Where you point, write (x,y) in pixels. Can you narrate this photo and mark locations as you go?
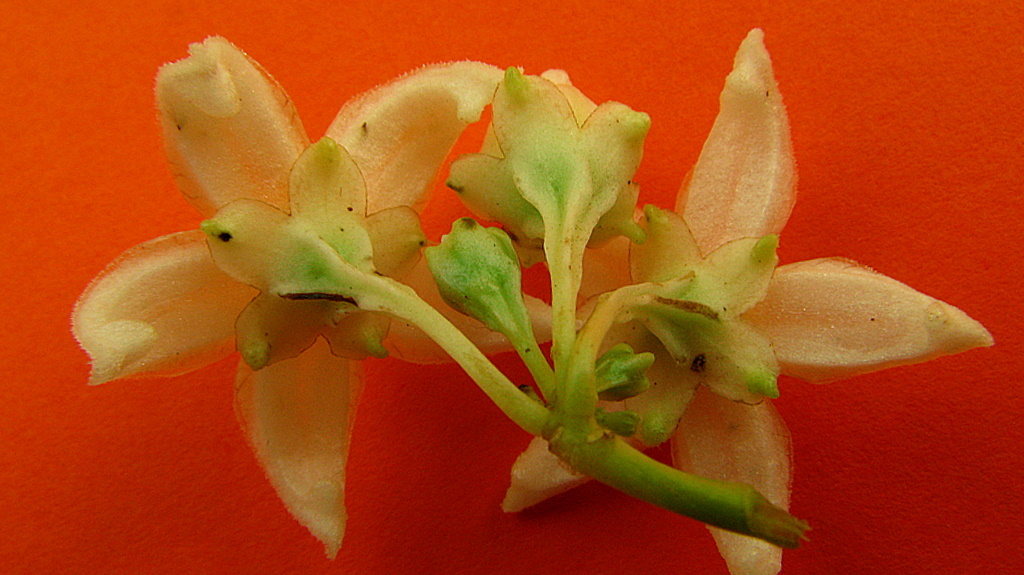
As we can see in the image there are white color flowers (784,332).
